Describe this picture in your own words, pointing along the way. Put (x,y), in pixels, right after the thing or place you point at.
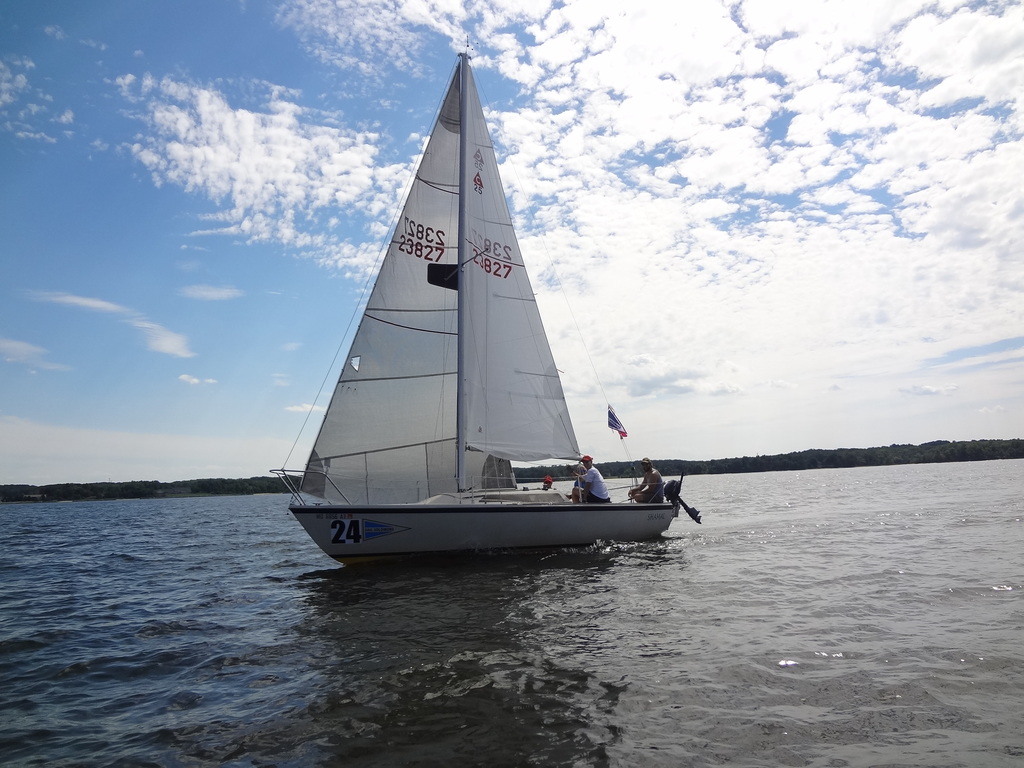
In this picture we can see a boat (454,442) on the water (543,561). There are a few people (584,472), rods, some numbers (488,266) on the sails (421,422) and other objects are visible on this boat (313,522). We can see some greenery (15,497) in the background (88,500). Sky (305,319) is blue in color and cloudy.
